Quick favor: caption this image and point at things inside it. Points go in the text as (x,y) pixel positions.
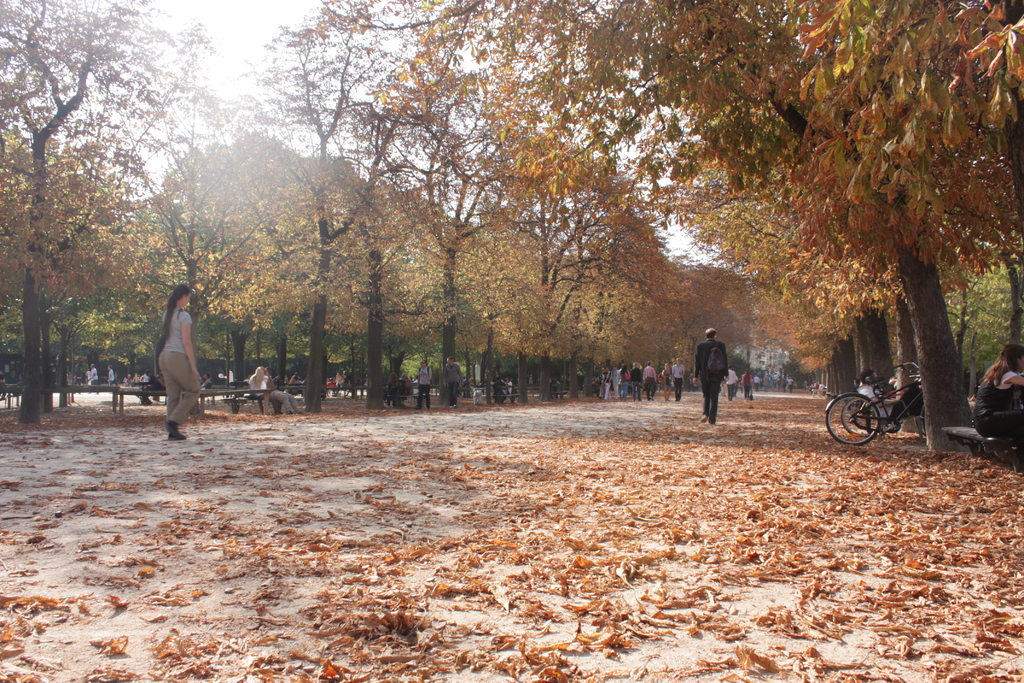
This picture describes about group of people (715,411), few are seated and few are walking, in the background (659,281) we can see few trees (249,296), benches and buildings (770,349), on the right side of the image (867,404) we can find few bicycles (851,393).
